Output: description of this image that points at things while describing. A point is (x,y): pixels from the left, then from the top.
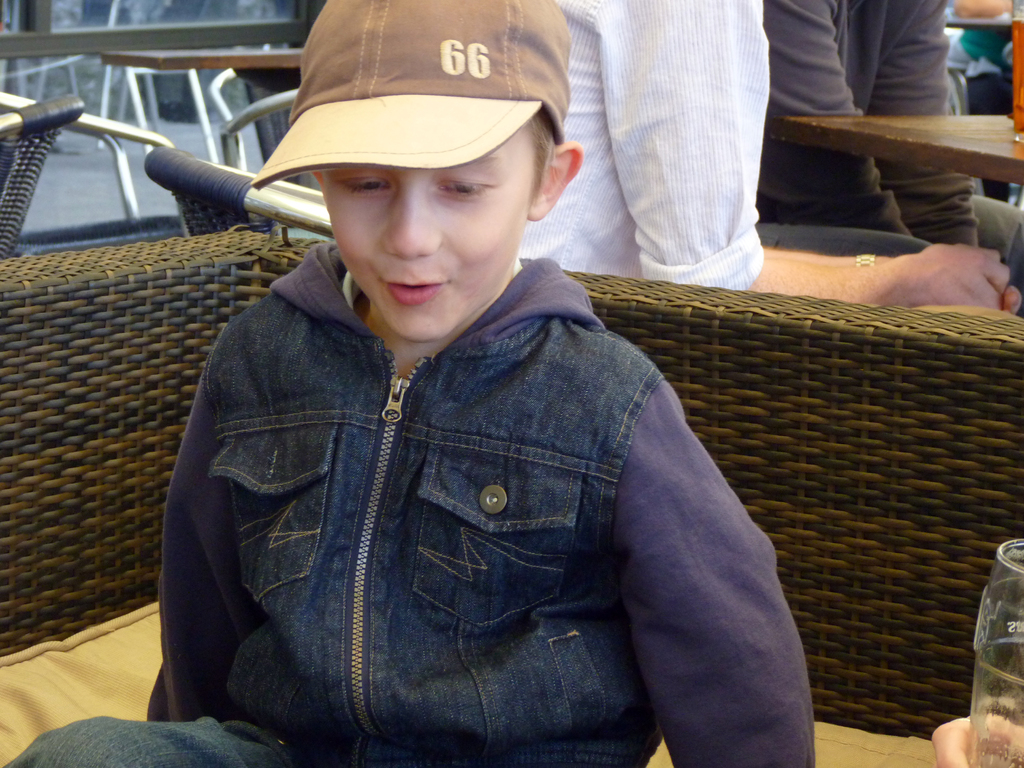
In this image I can see a boy (328,466) is sitting in the front (424,433), I can see he is wearing a jacket (369,436), jeans (191,737) and a cap (491,130). On the right side of this image (981,628) I can see a glass (1002,615) in a person's hand (960,722). In the background (790,145) I can see a table (878,133), few people (701,99) and on the left side (128,87) I can see one more table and few empty chairs (168,170).
